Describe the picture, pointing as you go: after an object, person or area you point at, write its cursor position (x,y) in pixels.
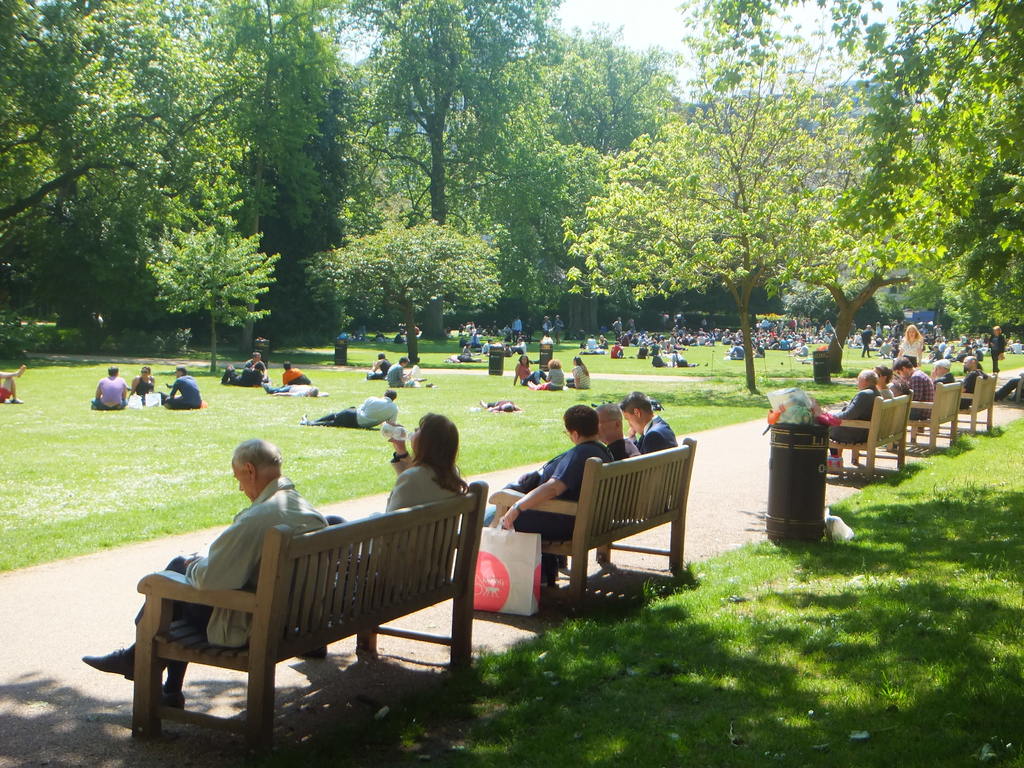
In this image we can see persons (673,357) sitting and lying on the ground (703,356), persons (449,487) sitting on the benches (399,589), bins (797,469), trees (664,156) and sky (673,47).
